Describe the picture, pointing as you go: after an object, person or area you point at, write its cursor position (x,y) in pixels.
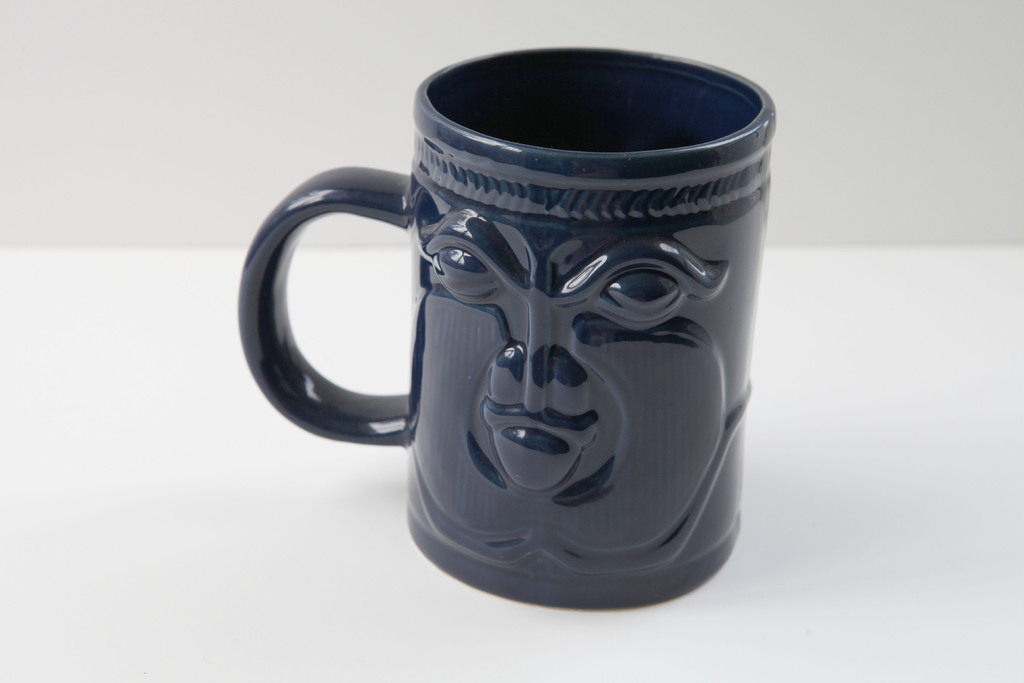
There is a ceramic mug (650,290) in the center of the image (676,323).
